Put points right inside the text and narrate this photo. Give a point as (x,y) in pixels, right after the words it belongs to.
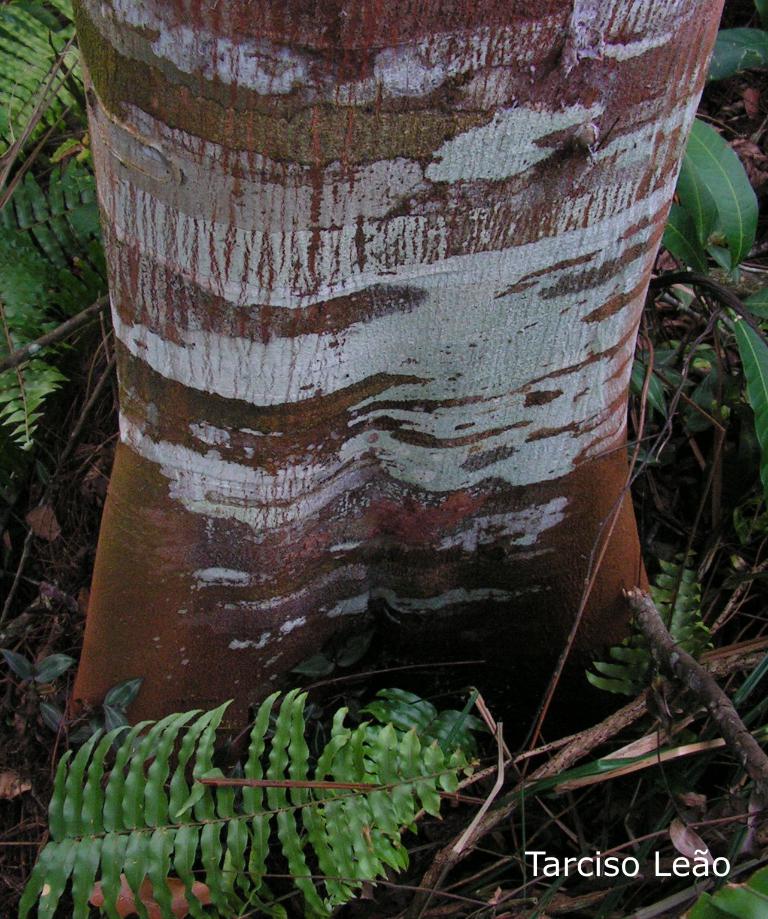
In this picture, it seems like a trunk (400,216) in the foreground area (591,78) and there are leaves (614,754) and dry stems (615,717) around the trunk (431,209).
